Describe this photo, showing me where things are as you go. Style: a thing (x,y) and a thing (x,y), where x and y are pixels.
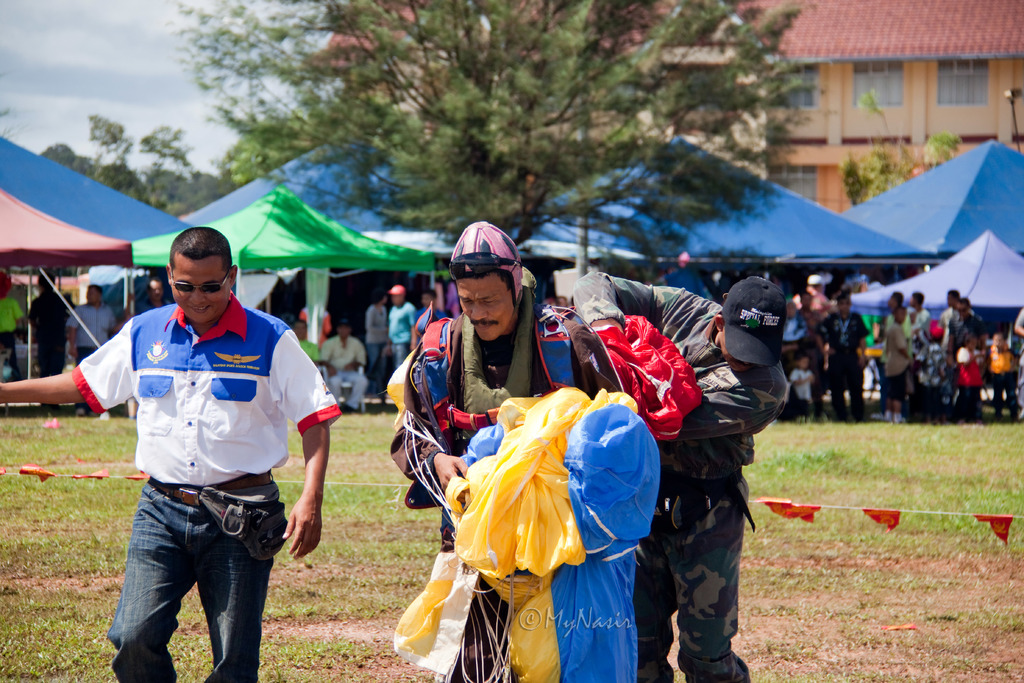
In this image we can see a group of persons (225,326). Behind the persons (219,350) there are group of tents (556,253), trees (441,137) and a building (850,115). In the top left (138,44), we can see the sky (98,114). In the foreground (518,451) we can see a person (446,457) holding objects (539,611).
